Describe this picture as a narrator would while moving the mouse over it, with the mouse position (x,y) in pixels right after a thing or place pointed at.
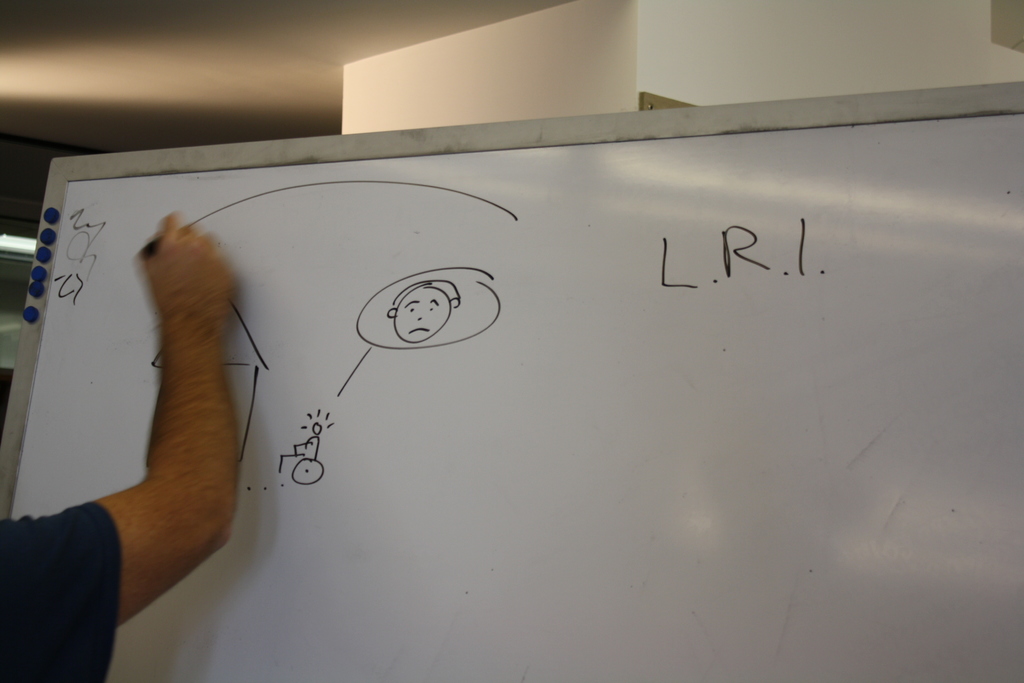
In the image we can see there is a person (141,500) holding marker pen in his hand (219,256) and he is drawing on the white colour board (589,332).
